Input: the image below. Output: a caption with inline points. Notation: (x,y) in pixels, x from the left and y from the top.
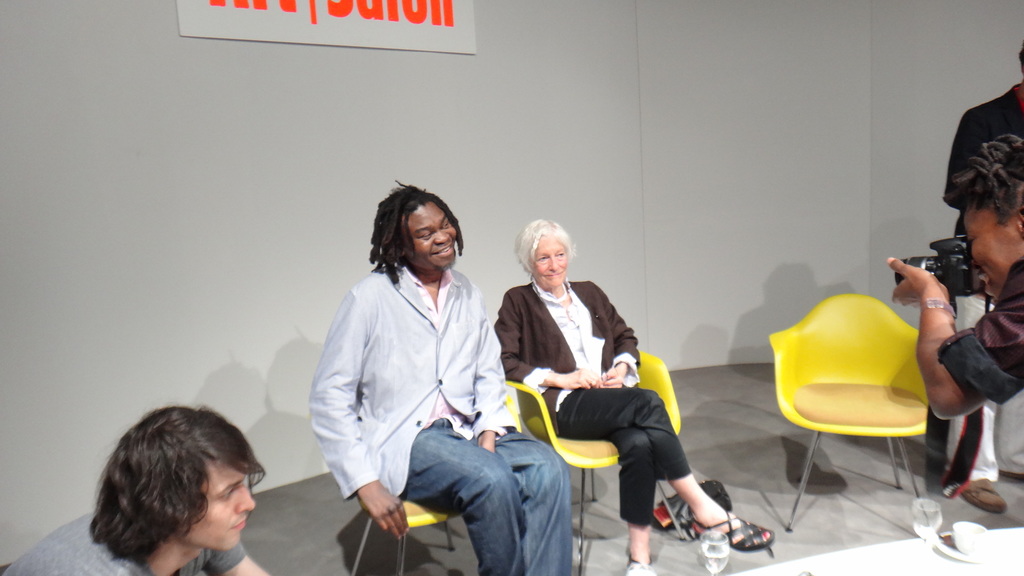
This image is taken indoors. In the background (213,229) there is a wall (60,362) and there is a board (342,27) with a text (409,10) on it. At the bottom of the image (824,540) there is a floor (759,459) there are two glasses (923,520), a cup (963,544) and a saucer (950,547) on the table (901,551). On the right side of the image (984,135) a man (997,420) is standing on the floor (905,526), another person (1006,260) is clicking pictures with a camera (942,276) and there is an empty chair (919,353). In the middle of the image (445,364) a man (456,405) is sitting on the chair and a woman (588,389) is sitting on the chair (608,457).
